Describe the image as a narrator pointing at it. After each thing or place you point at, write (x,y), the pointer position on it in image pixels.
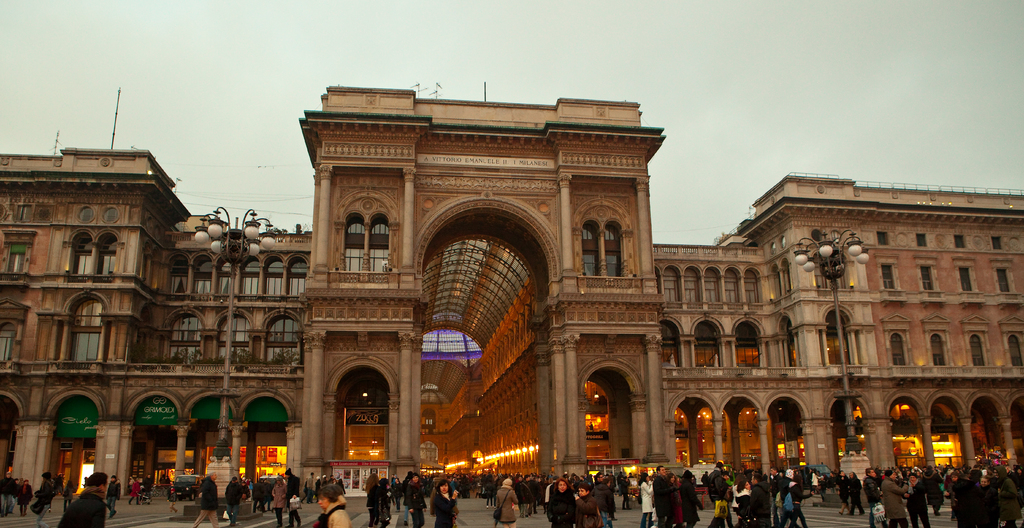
In this picture we can see group of people (795,472), few are standing and few are walking, in the background (326,403) we can see few poles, lights (447,464), buildings (293,297) and vehicles (196,493).
